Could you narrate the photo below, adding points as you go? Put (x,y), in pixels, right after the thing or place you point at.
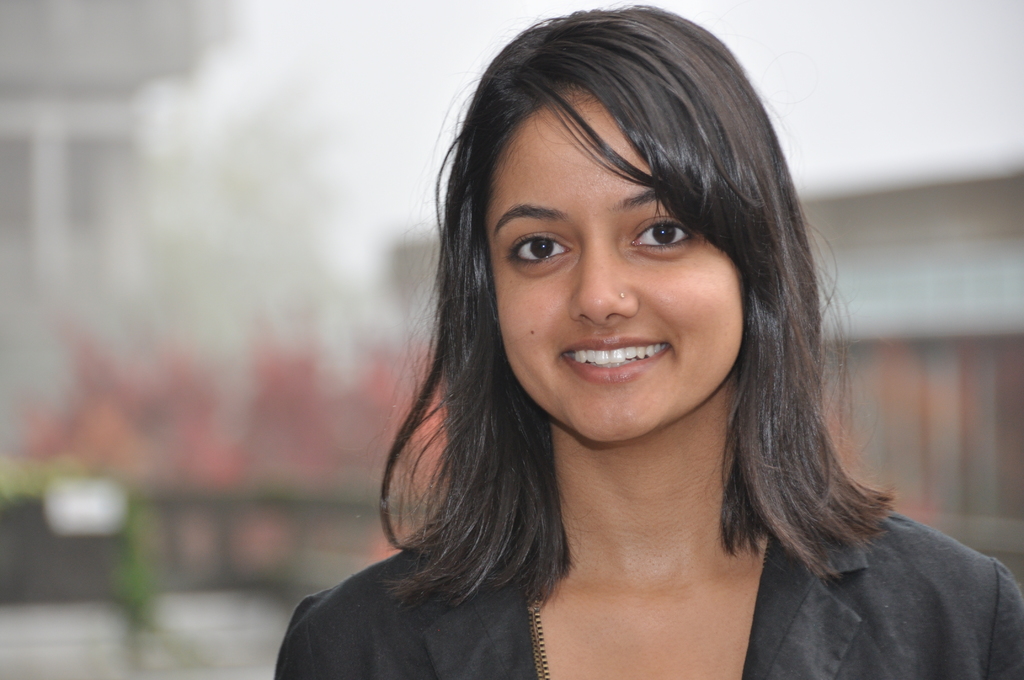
Here we can see a woman (570,366) and she is smiling. There is a blur background (1006,488).
